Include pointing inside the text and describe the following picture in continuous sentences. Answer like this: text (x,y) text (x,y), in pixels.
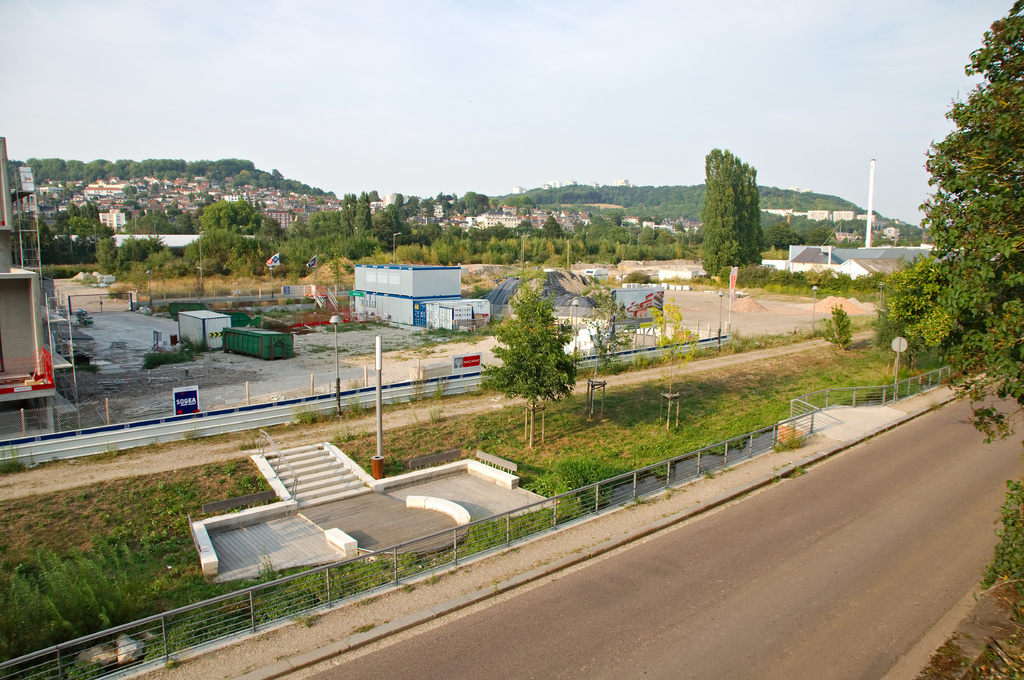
In this image I can see the road (660,625). On both sides of the road (833,523) I can see the trees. In the background (252,333) I can see the railing (473,548), poles (380,440), boards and the containers (240,340). I can also see many buildings (24,314), trees (339,250), mountains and the sky (362,136).
